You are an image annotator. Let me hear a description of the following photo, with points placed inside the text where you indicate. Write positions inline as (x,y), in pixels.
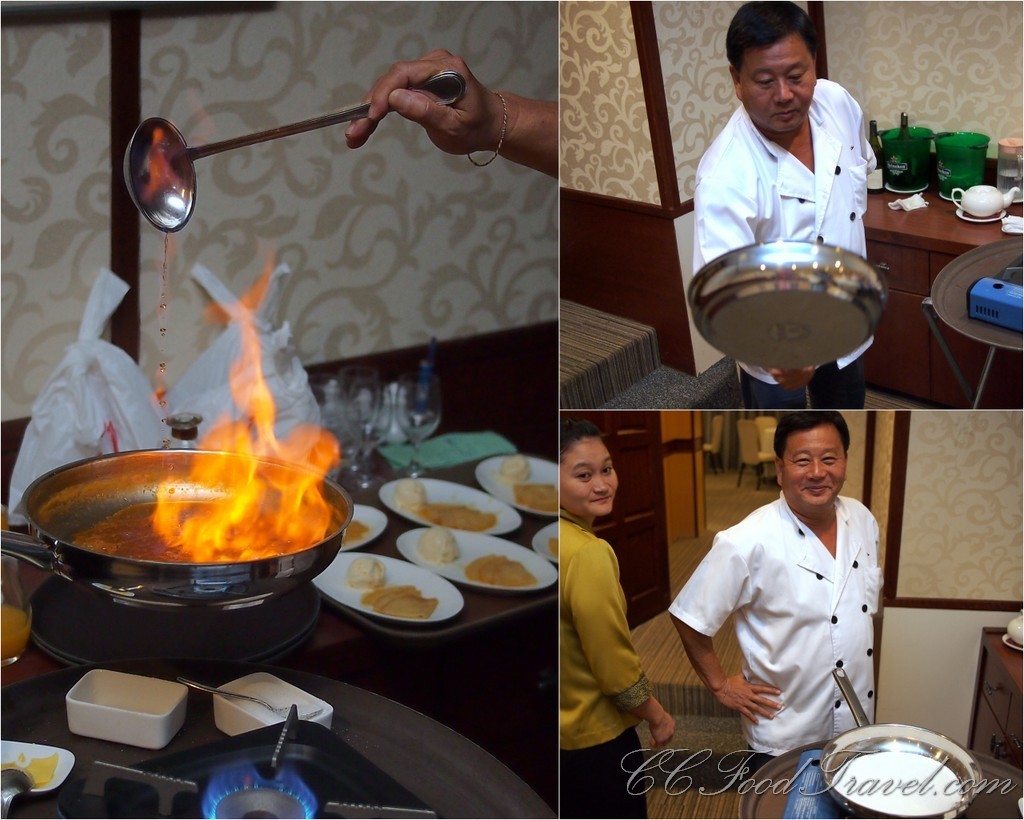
In the picture I can see a collage image. On the top right side (740,53), I can see a man (776,188) holding a stainless steel pan (829,331) in his right hand (801,369). I can see a tea pot (982,197) and plastic baskets (950,174) are kept on the wooden drawer (949,217). There is a pan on the left side (240,577) and I can see a gas stove (312,757) on the bottom left side (237,759). I can see the plates (463,537) on the serving plate (483,611). I can see the hand (462,117) of a person (470,115) holding a stainless steel handle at the top of the image (454,89). I can see two persons (790,723) on the bottom right side (813,686) and they are smiling.
